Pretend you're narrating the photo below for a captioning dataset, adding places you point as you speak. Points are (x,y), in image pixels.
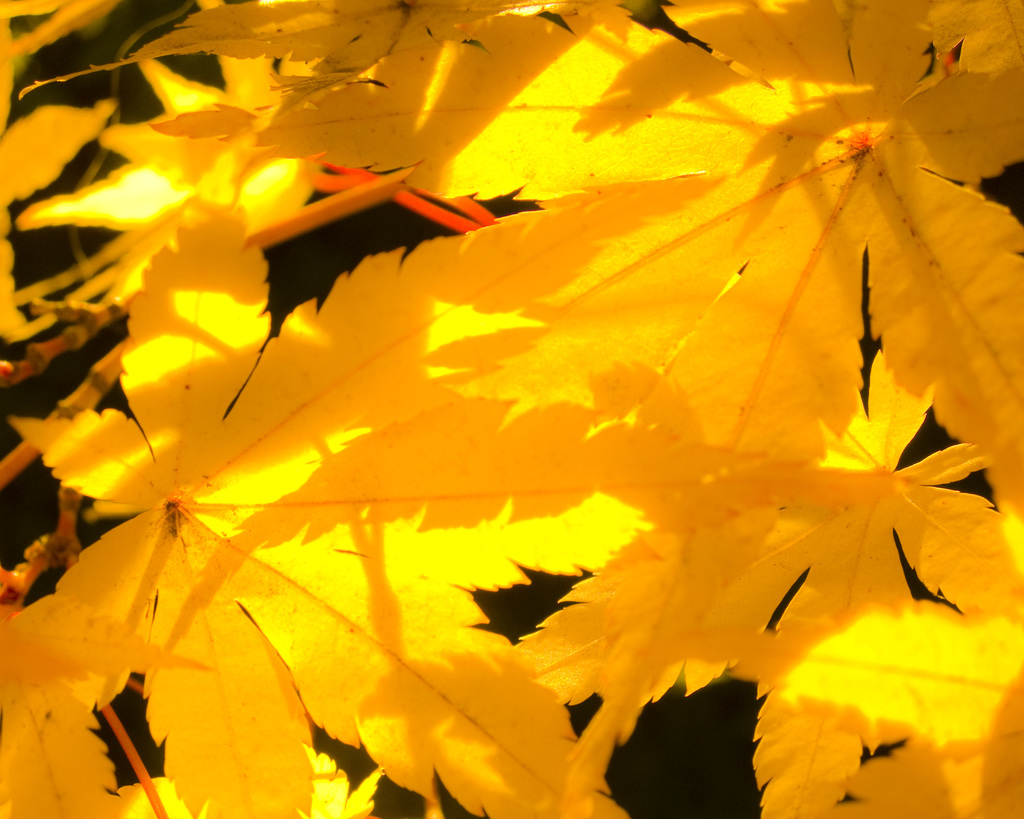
In this picture I can see the yellow color leaves (491,314). In the back (447,217) I can see some red object (471,229). In the bottom right (745,774) I can see the darkness (677,804).
